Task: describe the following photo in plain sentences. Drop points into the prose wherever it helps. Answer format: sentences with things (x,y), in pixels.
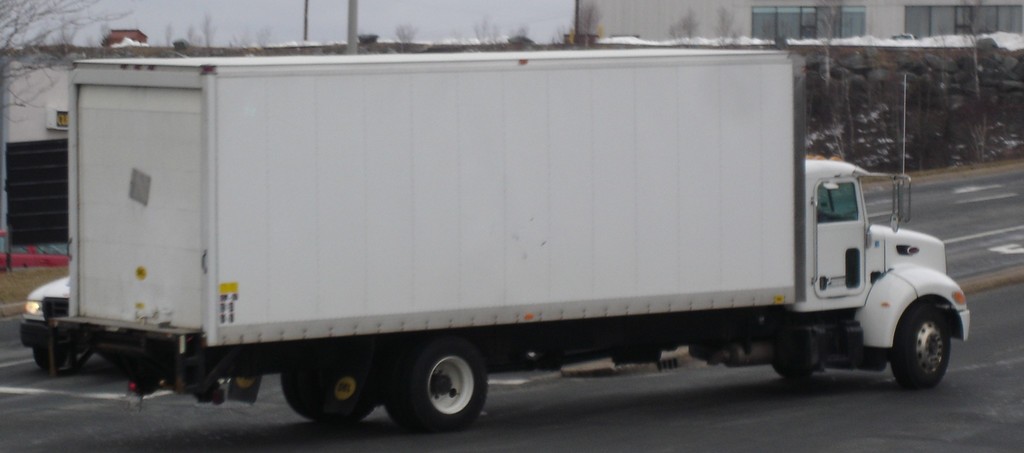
In this image I can see a truck (341,257) and a car (33,320) on the road (122,436). In the background (719,14) there are some trees (849,114) and buildings (705,14).
